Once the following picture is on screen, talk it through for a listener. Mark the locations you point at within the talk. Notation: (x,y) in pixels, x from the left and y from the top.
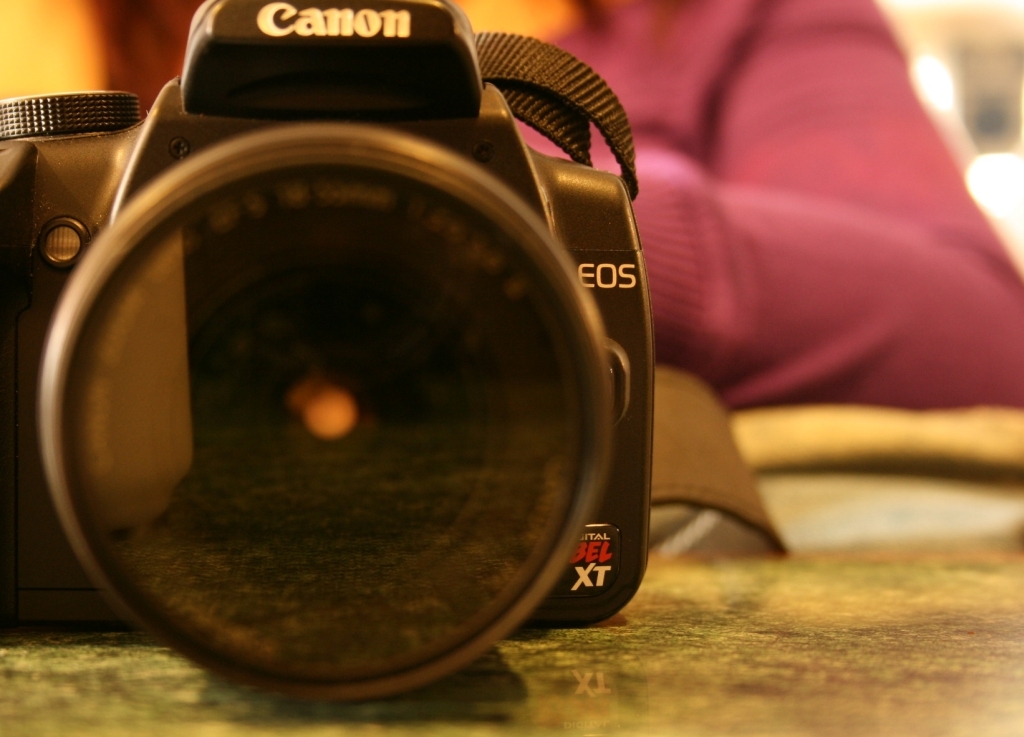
In this image we can see a camera (213,377) is placed on the surface (754,684). The background of the image (152,54) is blurred, where we can see a person (744,269) wearing maroon color dress (811,207).
